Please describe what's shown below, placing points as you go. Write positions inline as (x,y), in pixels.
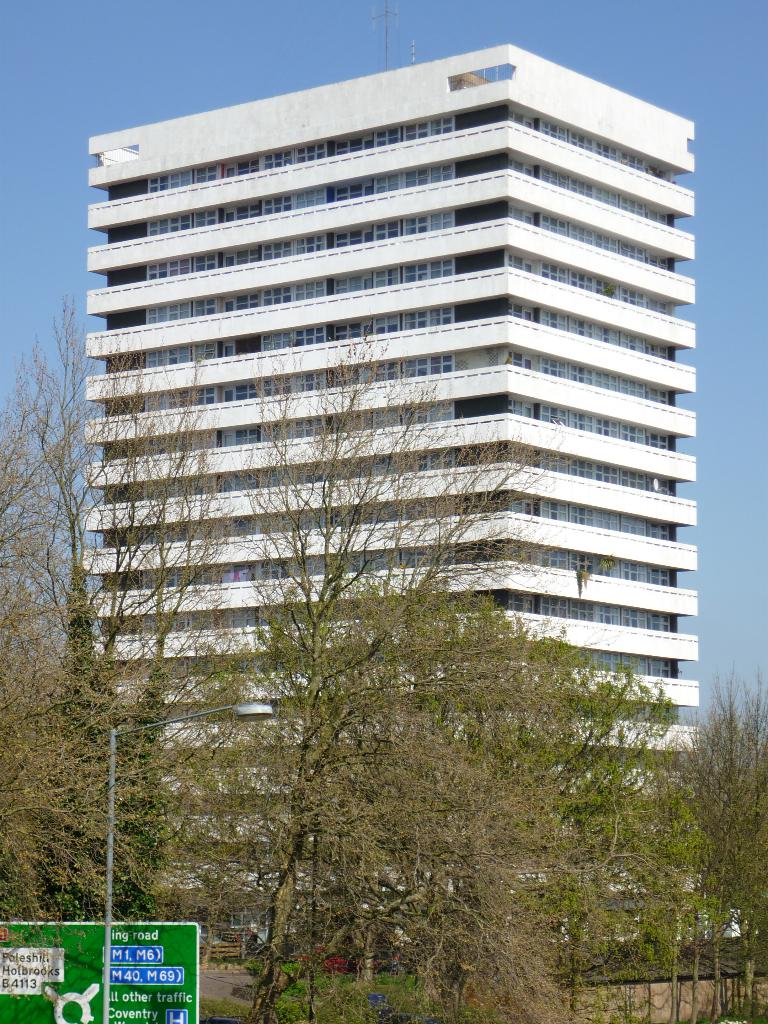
In this picture I can see a building (356,792). There is a pole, light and a board (35,1023). I can see trees (442,514), and in the background (66,33) there is the sky (251,50).
